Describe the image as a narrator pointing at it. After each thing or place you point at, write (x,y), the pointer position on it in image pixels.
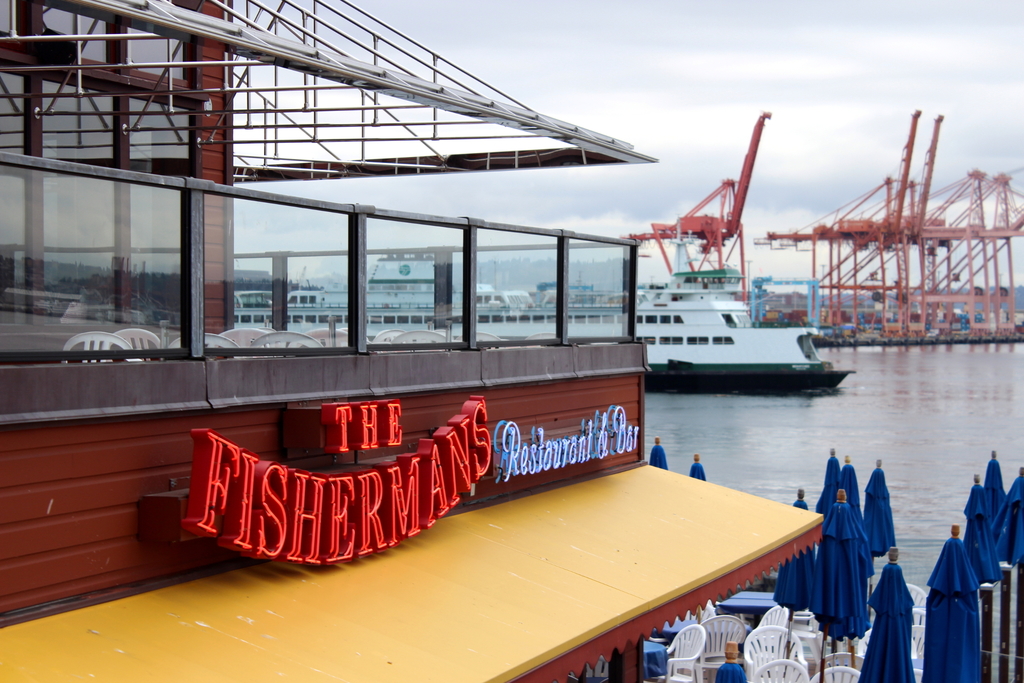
In this image there is a restaurant (502,347) below that there are chairs (845,660), in the background (795,439) there are sea (771,439) on that sea (807,399) there is a ship (793,349) and cranes (837,269).
